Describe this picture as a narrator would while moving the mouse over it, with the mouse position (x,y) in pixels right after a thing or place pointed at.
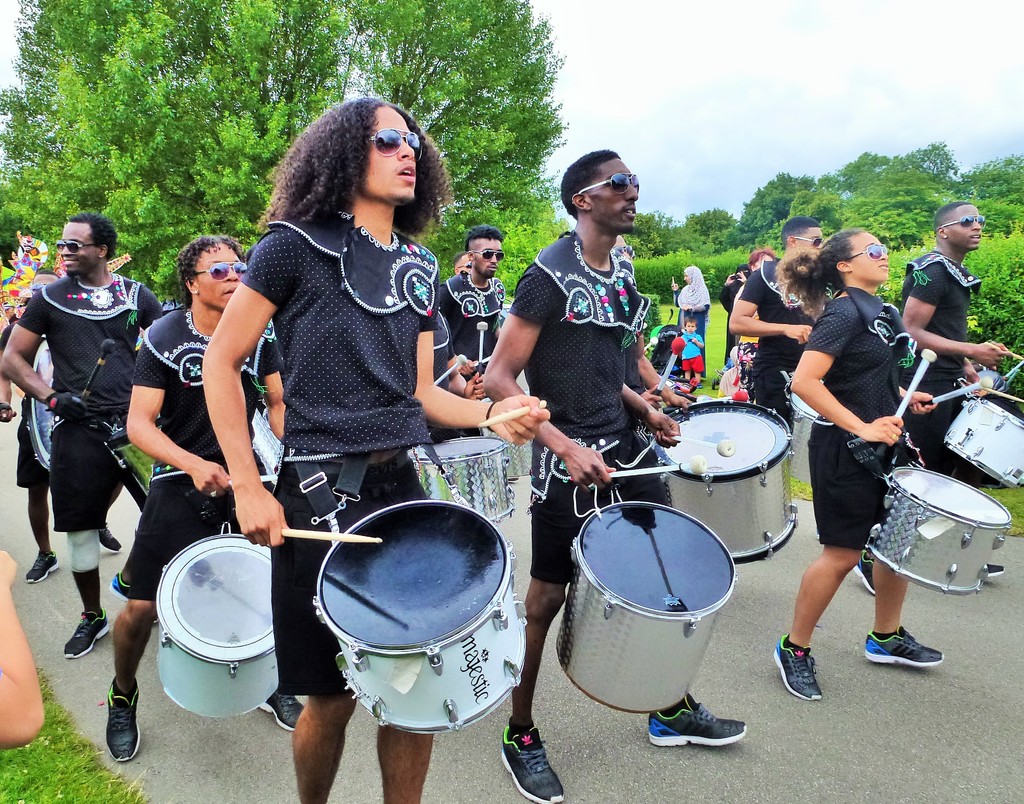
In this group of people (542,592) are playing drums (377,533) with the sticks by wearing black colour top (394,443) and short (294,498). At the left side (1,715) there is a hand (1,715) of a person (17,682) and grass (10,802). Background (751,24) there are trees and a sky (949,147).
